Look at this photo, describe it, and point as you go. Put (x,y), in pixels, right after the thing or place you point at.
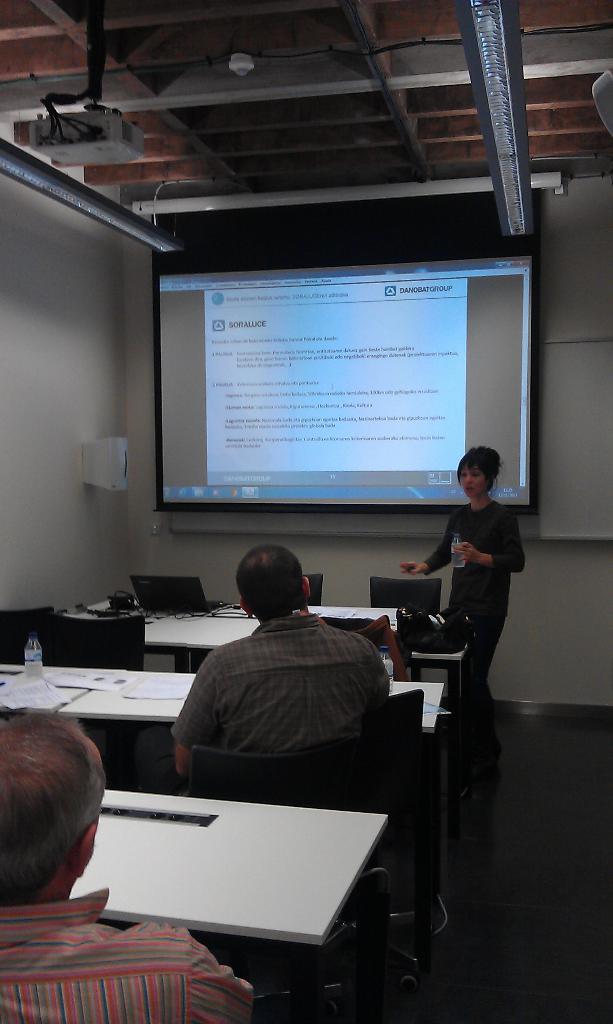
In this picture we can see two persons (102,1006) are sitting on chairs (345,799) in front of tables (320,910), there are some papers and a bottle (34,667) on this table (174,710), there is a person (465,581) standing and holding a bottle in the middle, in the background (500,482) there is a projector screen (519,445), we can see some text (384,421) on the screen (279,403), we can also see chairs (382,754) and a laptop (176,593) in the middle (206,602).
